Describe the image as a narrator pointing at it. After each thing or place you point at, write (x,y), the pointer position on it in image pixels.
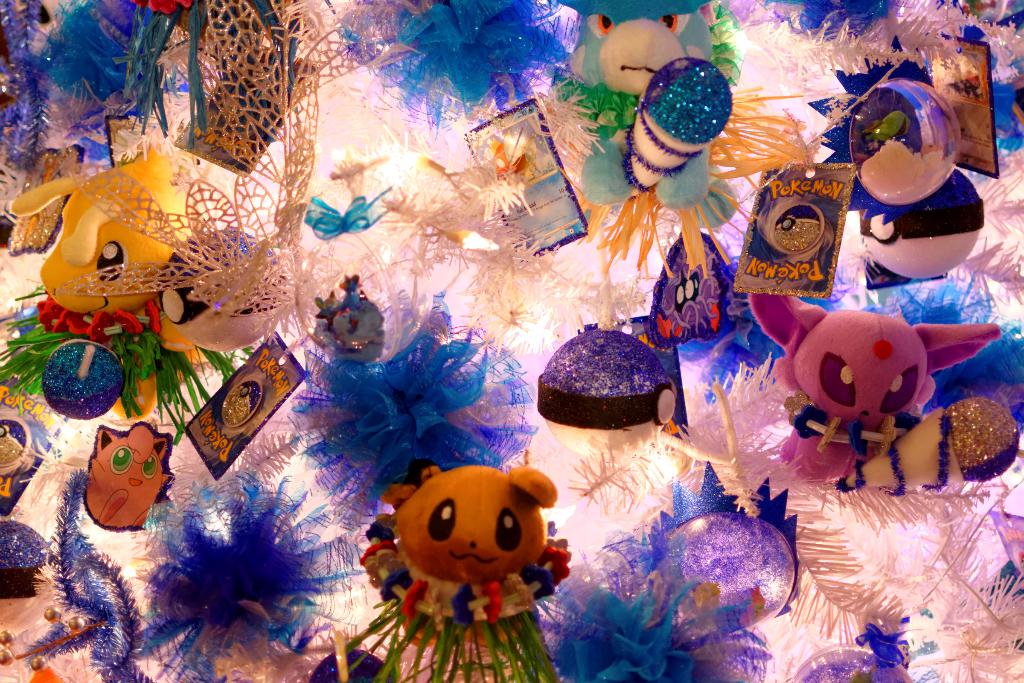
There are many toys (900,378) in this image.
